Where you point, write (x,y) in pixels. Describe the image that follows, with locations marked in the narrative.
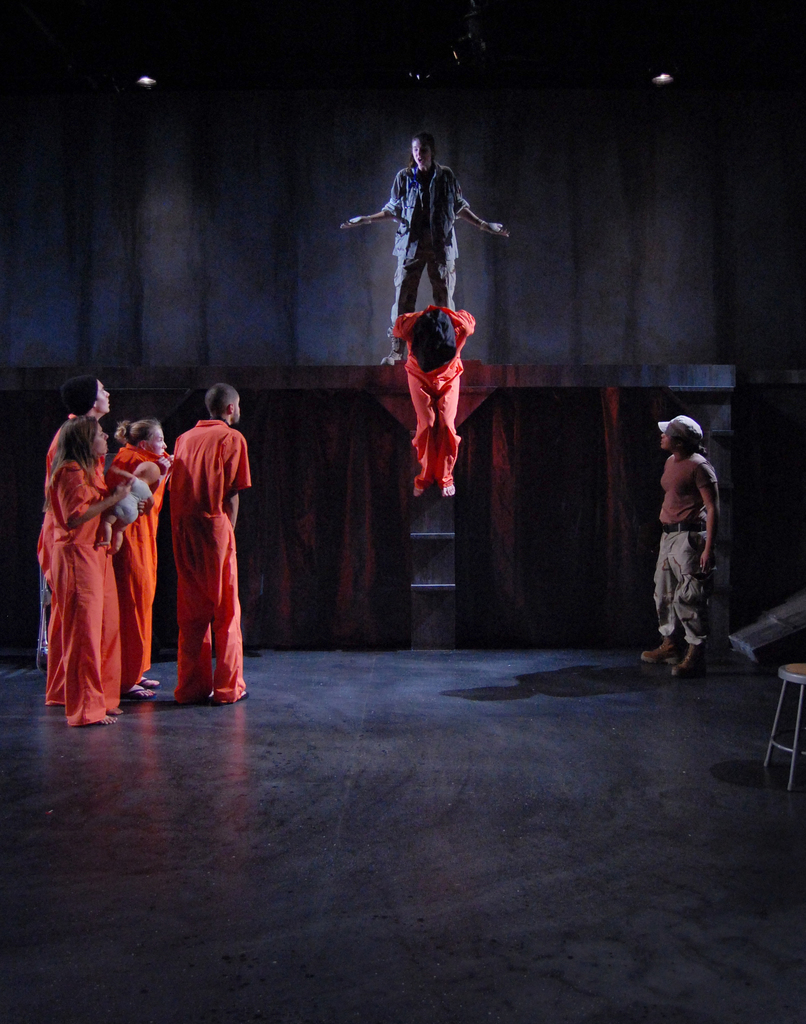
Here in this picture we can see a group of people (192,487) standing on the floor (261,674) over there and in the middle (428,440) we can see a person (431,400) hanging and behind him we can see another person (425,215) standing on the stage (389,396) over there and this looks like an act in a play and on the roof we can see lights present and on the right side (789,669) we can see a stool (799,674) also present over there.
